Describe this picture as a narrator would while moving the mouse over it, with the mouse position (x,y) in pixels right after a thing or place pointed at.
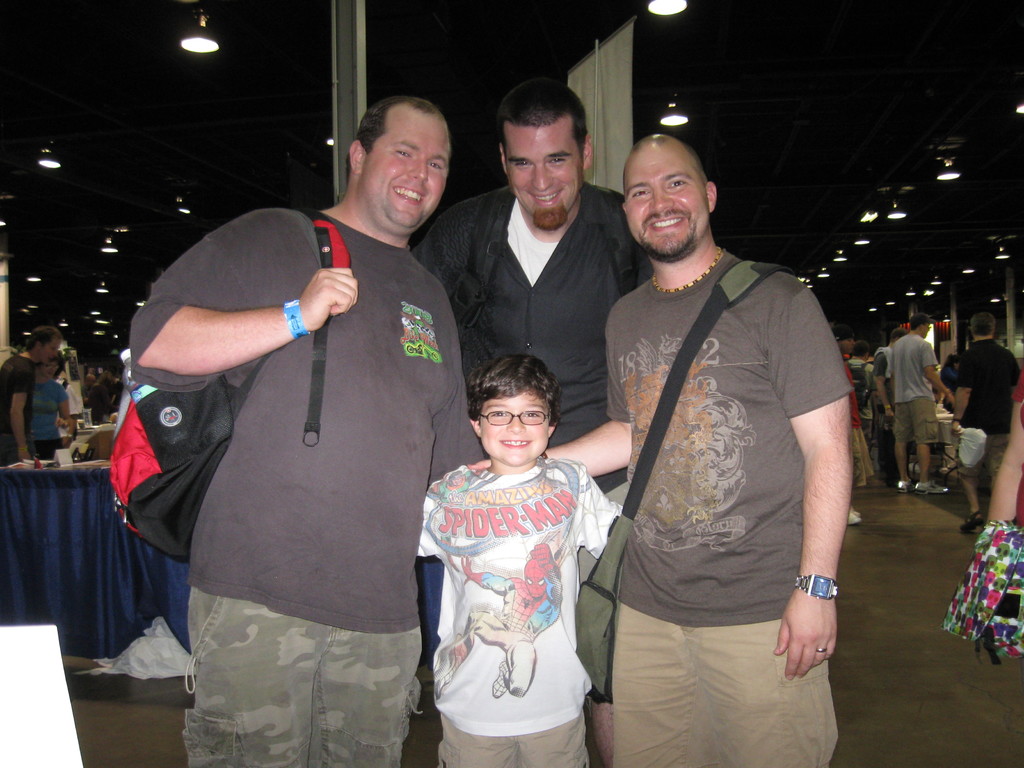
In this picture we can observe three men (460,278) and a boy (494,535) wearing spectacles (501,421). All of them were smiling. In the background (923,422) we can observe some people (907,426) standing near the tables (80,492). There are some white color lights (949,162) fixed to the ceiling (64,214) in the background (108,291).
